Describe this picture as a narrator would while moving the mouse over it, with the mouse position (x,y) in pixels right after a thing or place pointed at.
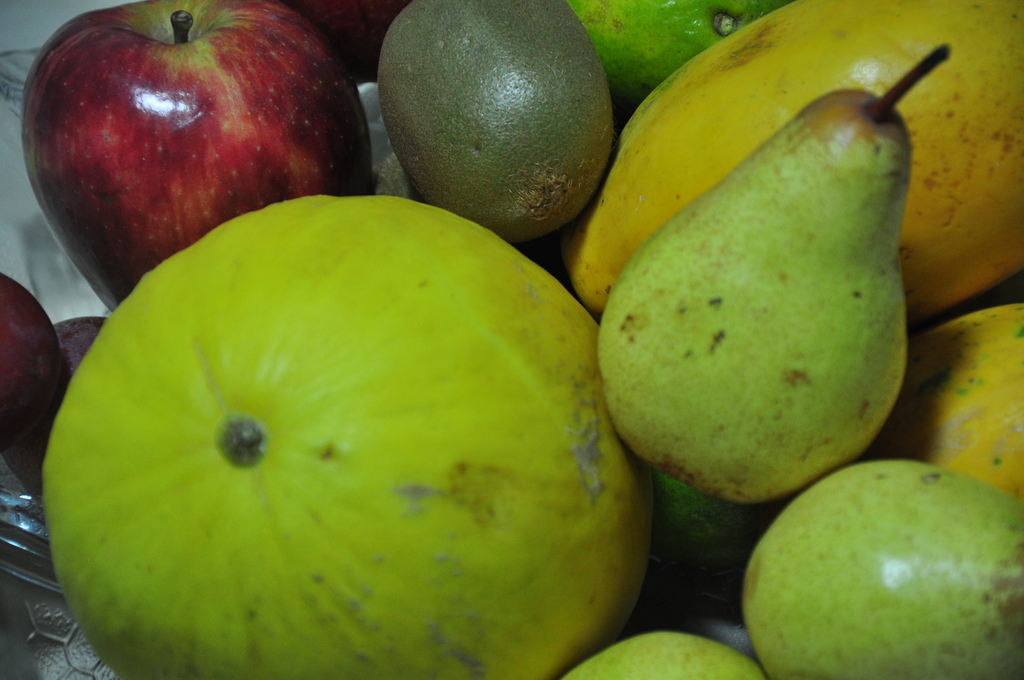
In this image we can see group of fruits (109,319) placed in a bowl (12,601) kept on the surface (8,37).
